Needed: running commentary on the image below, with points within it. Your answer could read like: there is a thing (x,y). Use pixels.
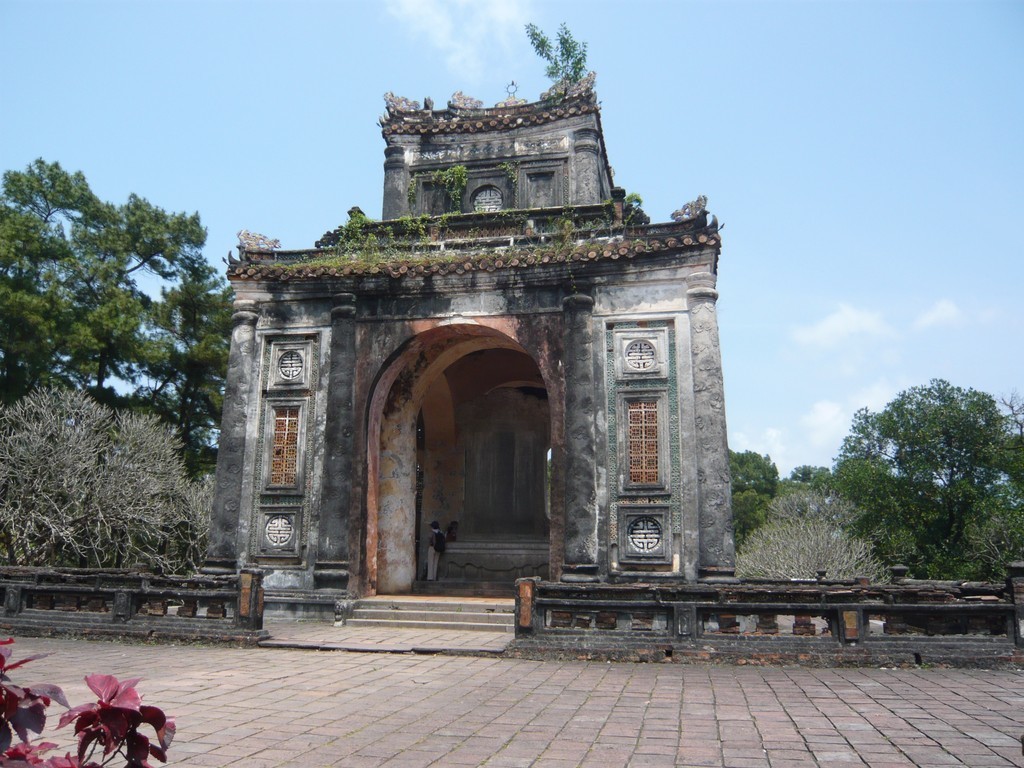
In this picture we can see a building (270,335), fences (115,568), trees (865,549), leaves (97,679), steps (466,625), person (432,561) carrying a bag (436,538) and standing on the ground (295,692) and in the background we can see the sky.
